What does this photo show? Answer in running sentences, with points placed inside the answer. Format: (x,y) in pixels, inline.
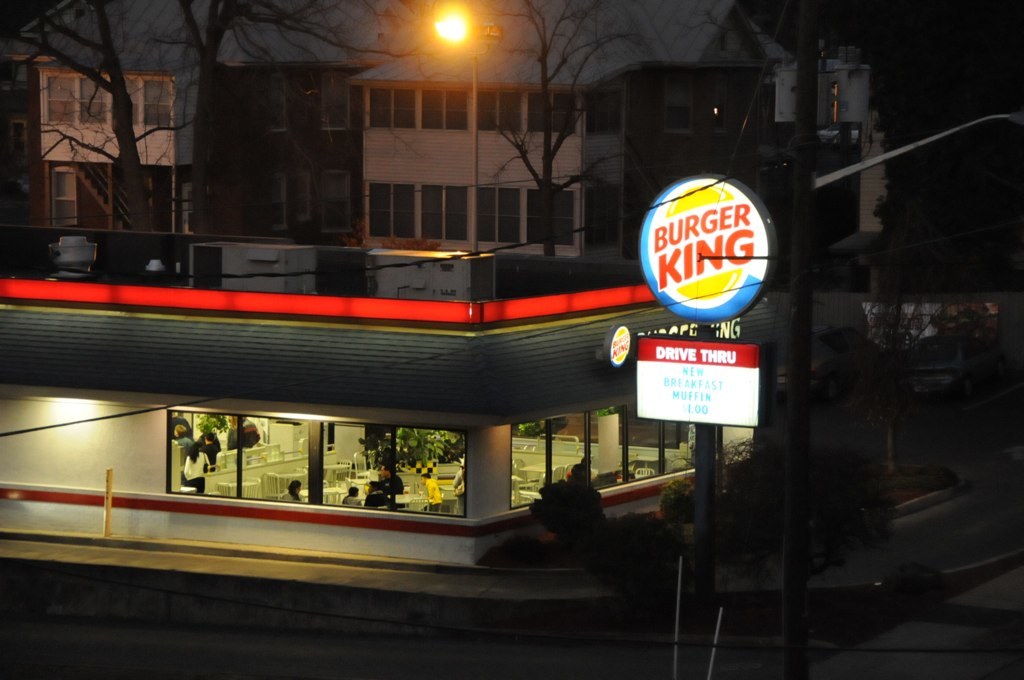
In this image in front (714,264) there are boards (702,303). There are glass windows (414,448) through which we can see people (460,475) sitting on the chairs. There are tables (412,494). There are plants (741,490), lights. In the background of the image (671,177) there are buildings (449,158), trees (953,44), vehicles (957,345) and sky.
